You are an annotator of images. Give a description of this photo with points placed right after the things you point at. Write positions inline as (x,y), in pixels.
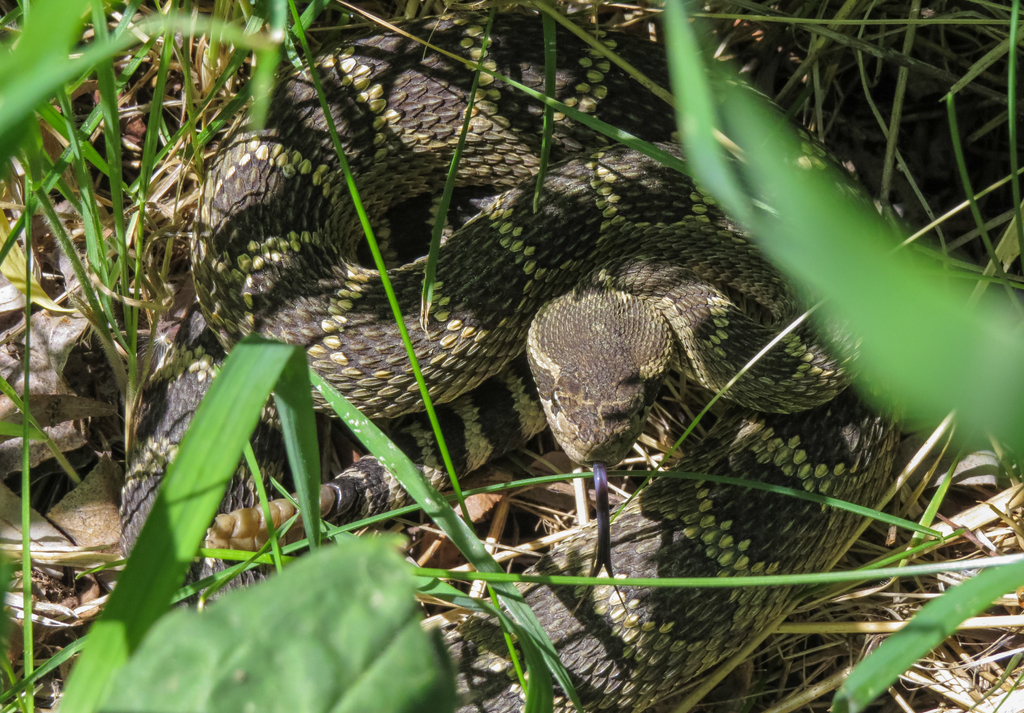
In the center of the image (366,355) we can see a snake (417,313). In the background of the image (87,569) we can see the grass (331,392) and some dry leaves (70,428).
